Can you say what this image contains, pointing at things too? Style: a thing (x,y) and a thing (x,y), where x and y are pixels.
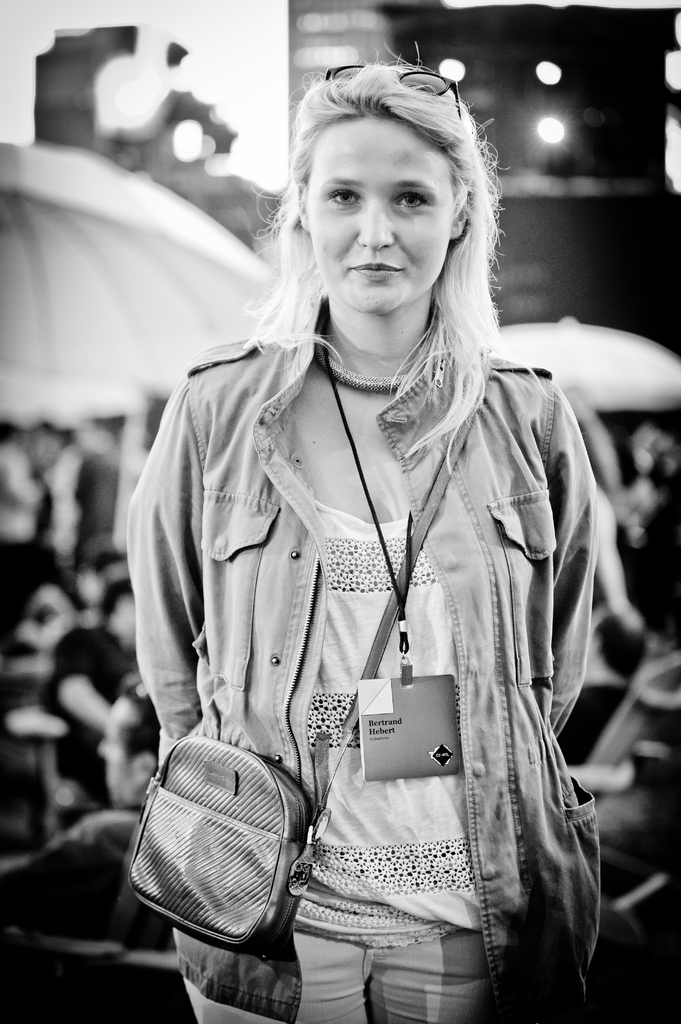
This is a black and white image. Here I can see a woman (237,510) wearing a jacket (236,619), bag (211,815), standing, smiling and giving pose for the picture. At the back of this woman (283,389) there are few people (71,677) sitting under the umbrellas (175,281). The background (143,266) is blurred.
